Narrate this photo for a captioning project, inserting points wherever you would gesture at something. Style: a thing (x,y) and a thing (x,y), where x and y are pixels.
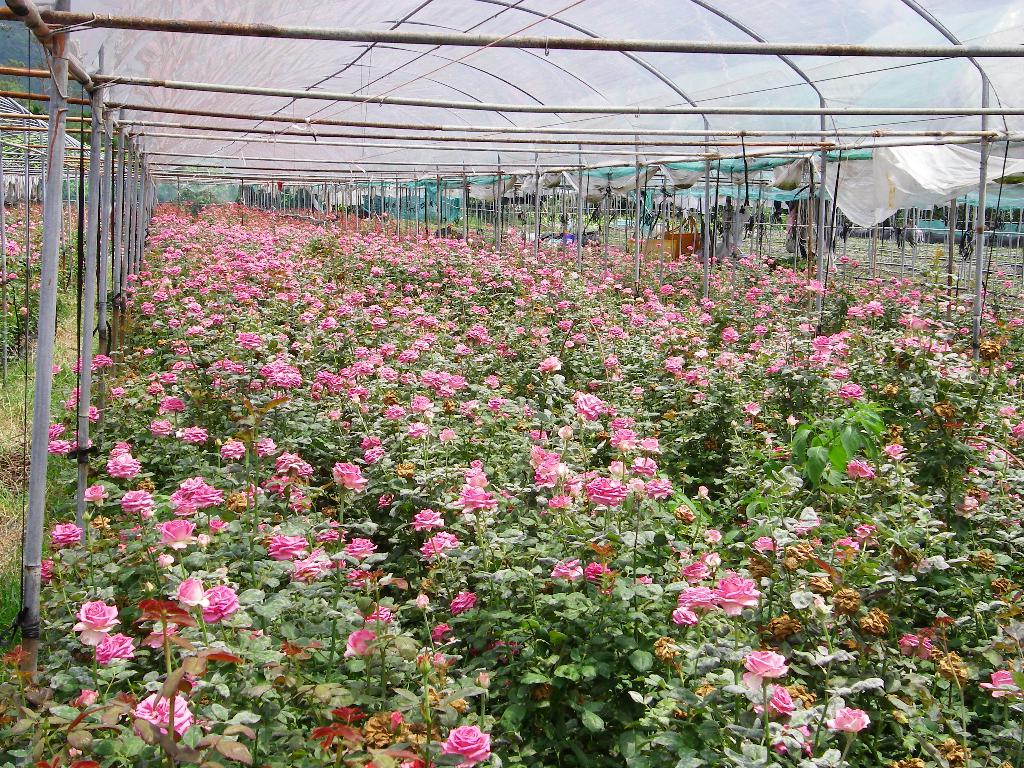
In this picture we can see plants (597,277), flowers (737,365), sheds (612,92) and poles (1022,48). In the background of the image (18,52) we can see leaves (213,195).
